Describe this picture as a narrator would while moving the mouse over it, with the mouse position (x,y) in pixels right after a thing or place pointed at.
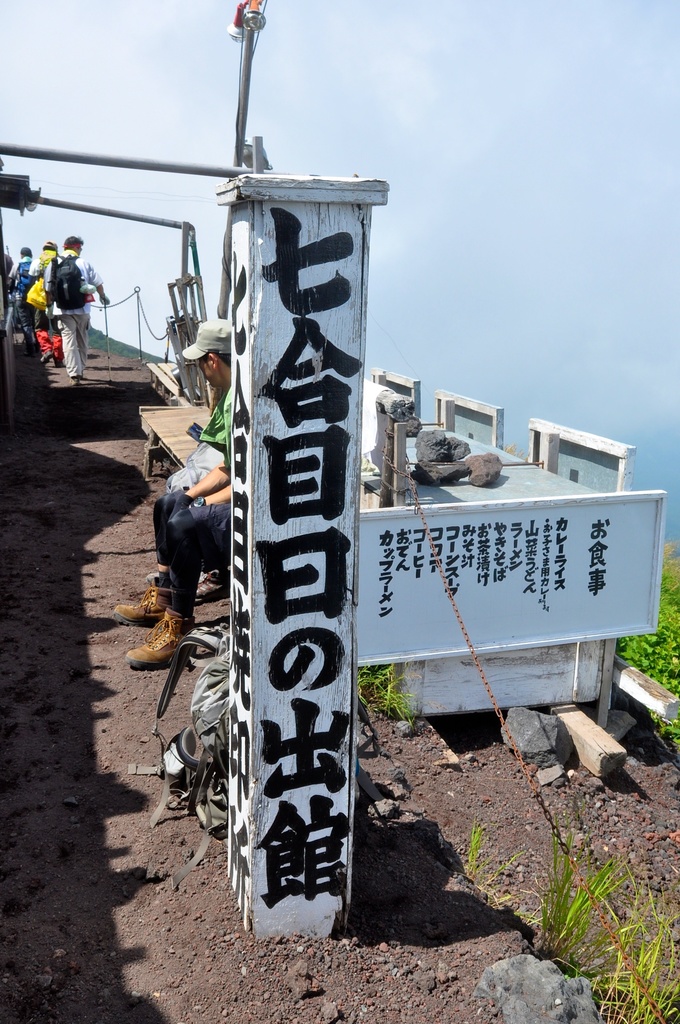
In this image I can see few people (49,268) are wearing bags (68,276) and walking. One person (211,504) is sitting on the wooden bench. In front (272,256) I can see wooden wall (307,372) and something is written on it with black color. The sky (575,264) is in blue and white color. We can see green grass (649,652).
